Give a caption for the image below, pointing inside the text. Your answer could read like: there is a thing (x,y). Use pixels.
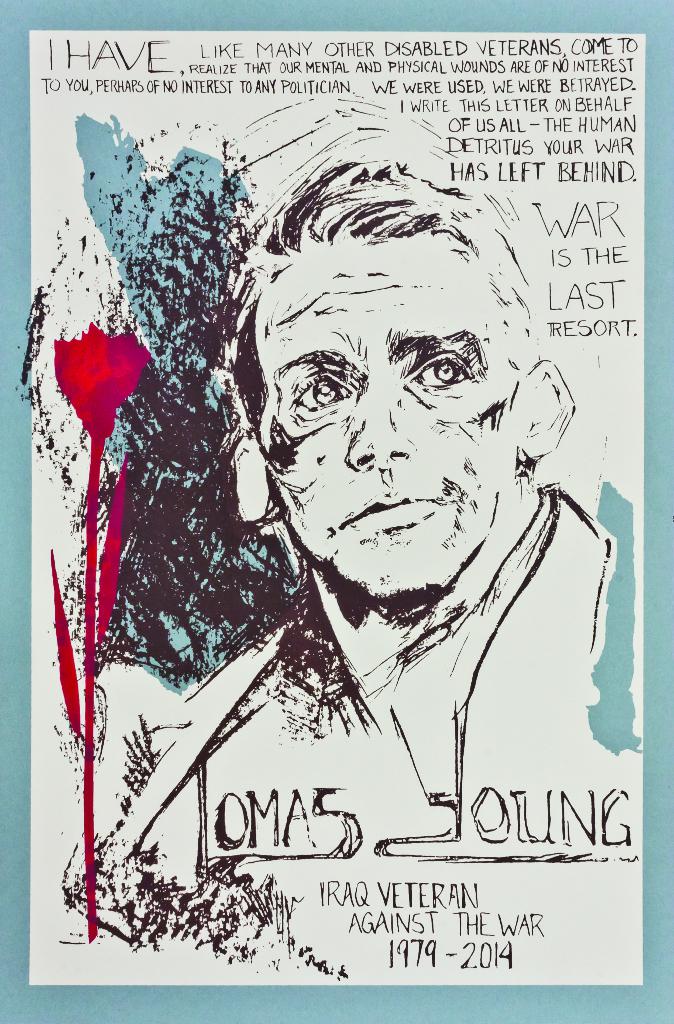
This looks like a poster (284,799). I think this is the pencil art (410,472) of the man (410,560) and flower (82,369). These are the letters (541,88) written on the poster (544,826).
